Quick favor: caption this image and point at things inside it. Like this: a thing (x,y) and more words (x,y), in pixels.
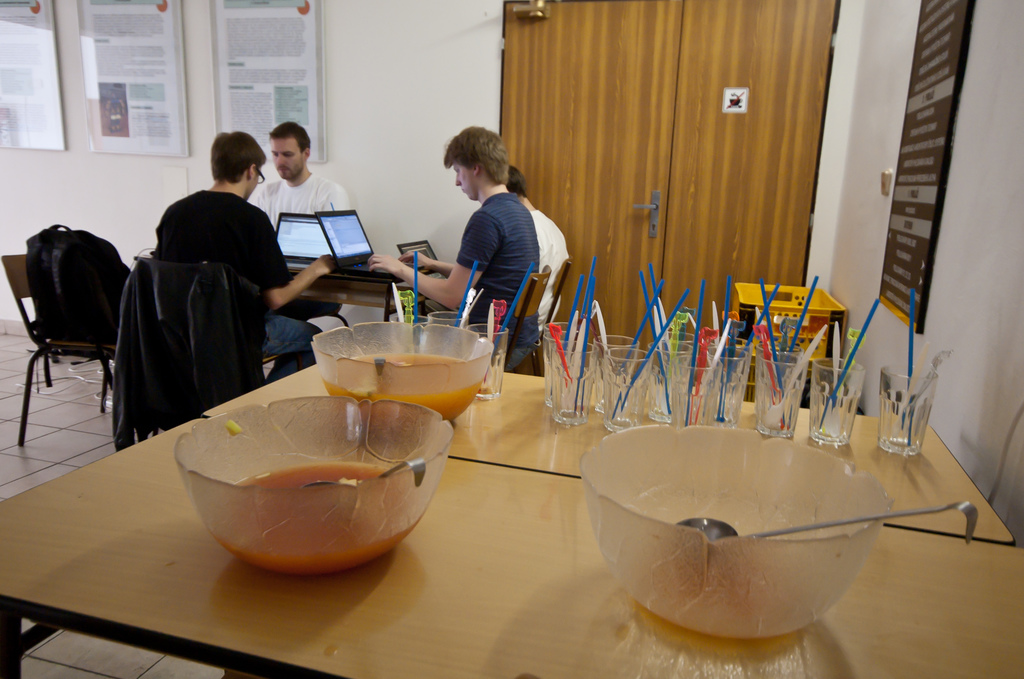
This picture is taken inside the room (836,634). In this image, in the middle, we can see a table (162,458). On the table (468,556), we can see some bowls (355,567) with some liquid contents (350,527) and spoons (377,366). In the background of the table (880,602), we can see some glasses (688,413) with straws (688,413). On the right side (939,138), we can see a board (942,113) with some text (891,288) written on it. On the left side (192,225), we can see a group of people (445,279) sitting on the chair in front of the table (376,286). On the table (363,283), we can see a laptop (342,241). On the left side (109,343), we can see a chair (64,341), on the chair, we can see a bag (108,310). In the background (689,162), we can see a door (689,180) which is closed and a glass board (110,51) with some text (297,93) written on it. In the background (431,77), we can also see a wall (444,246). At the bottom (27,482), we can see a floor (31,476).
